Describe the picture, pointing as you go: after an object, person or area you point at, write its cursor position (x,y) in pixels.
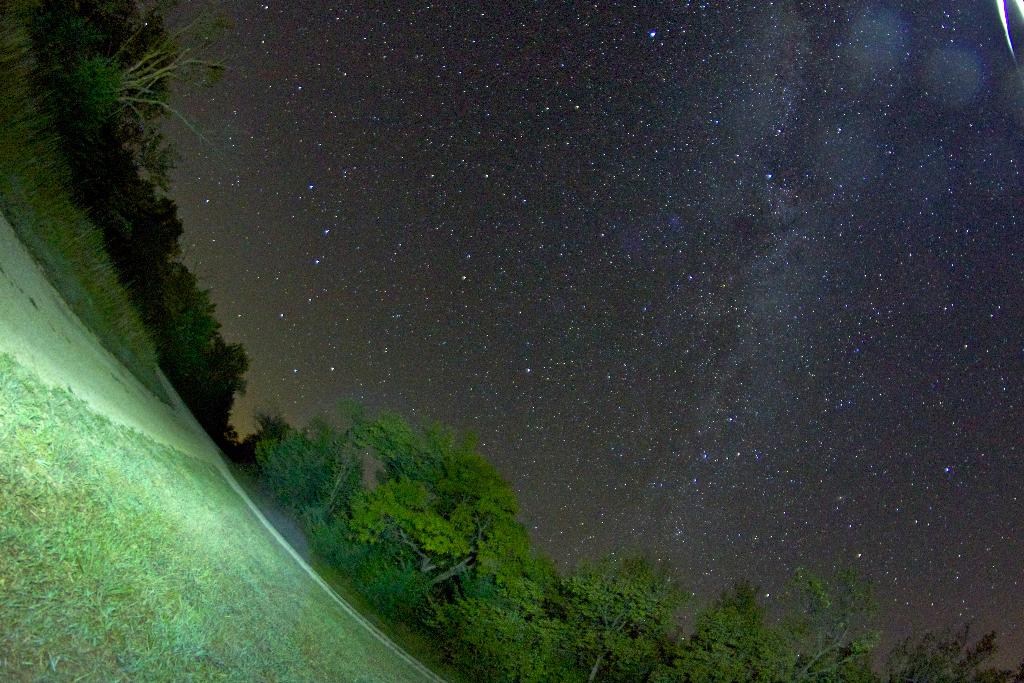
In this image we can see a path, group of trees (170,367) and in the background (975,626) we can see the sky (611,216).
